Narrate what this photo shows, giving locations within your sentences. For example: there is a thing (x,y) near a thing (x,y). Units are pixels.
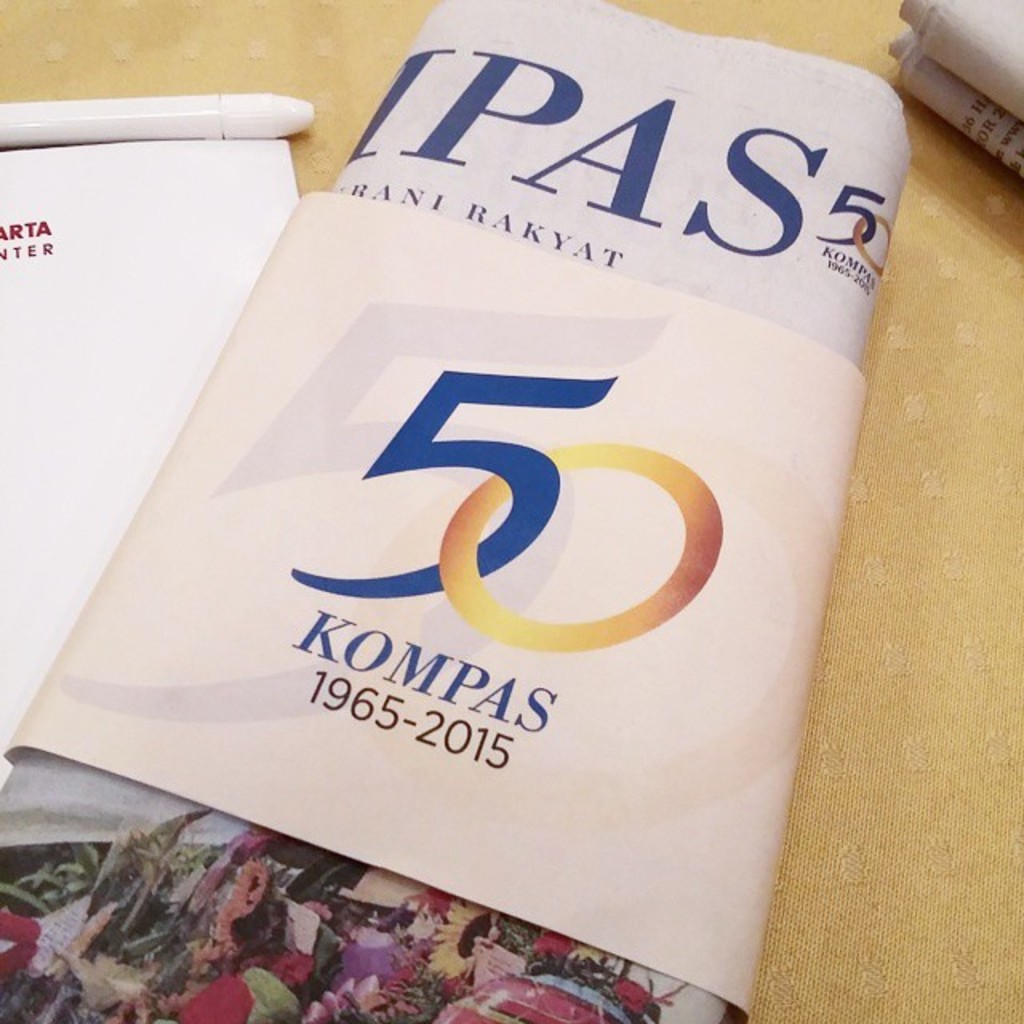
In this picture there are newspapers (585,209), pen (113,115) and book (139,279) on a tablecloth (885,389).
